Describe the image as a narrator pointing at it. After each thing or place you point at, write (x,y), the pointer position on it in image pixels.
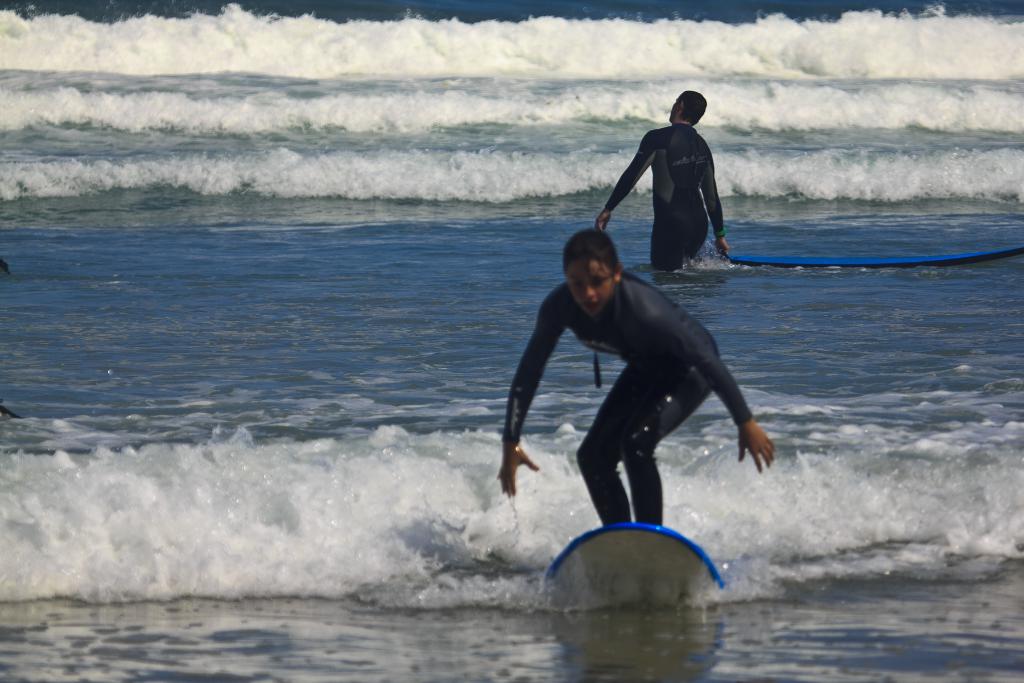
A woman (648,491) is surfing on water (808,176) behind her there is a person (698,249) behind him there is a surf board (746,261).
